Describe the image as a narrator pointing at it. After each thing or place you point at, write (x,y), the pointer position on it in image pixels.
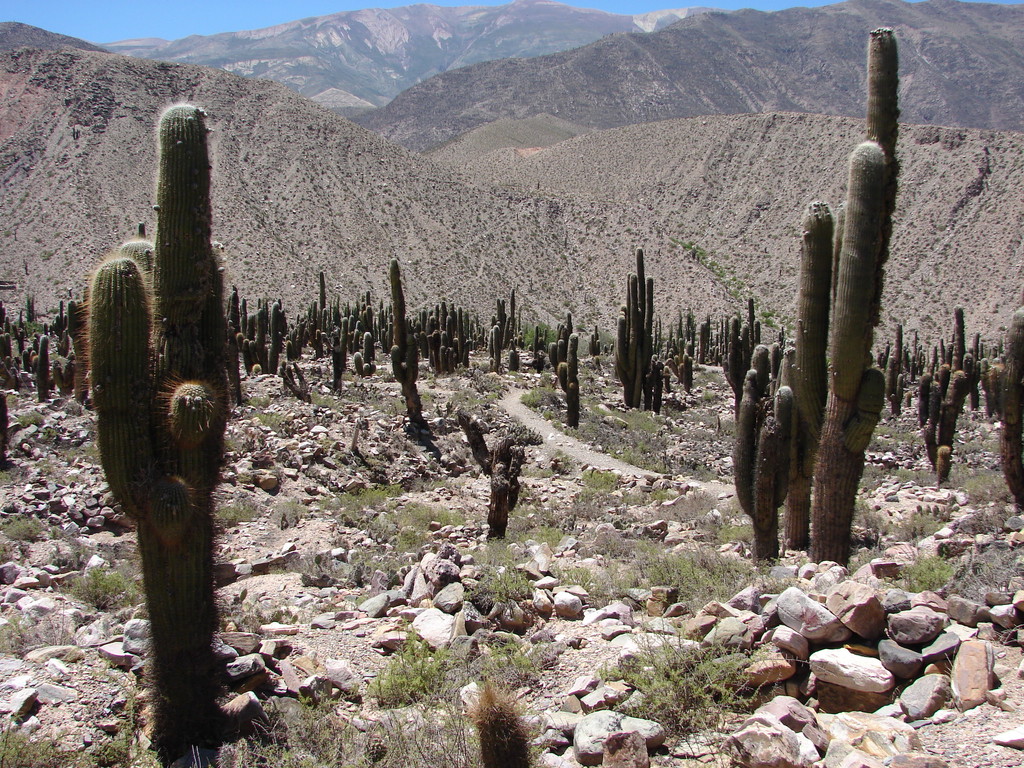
In this image there are cactus plants (345,310). At the bottom of the image (833,596) there are rocks (641,651). In the background of the image (586,221) there are mountains (343,71) and sky (201,21).
